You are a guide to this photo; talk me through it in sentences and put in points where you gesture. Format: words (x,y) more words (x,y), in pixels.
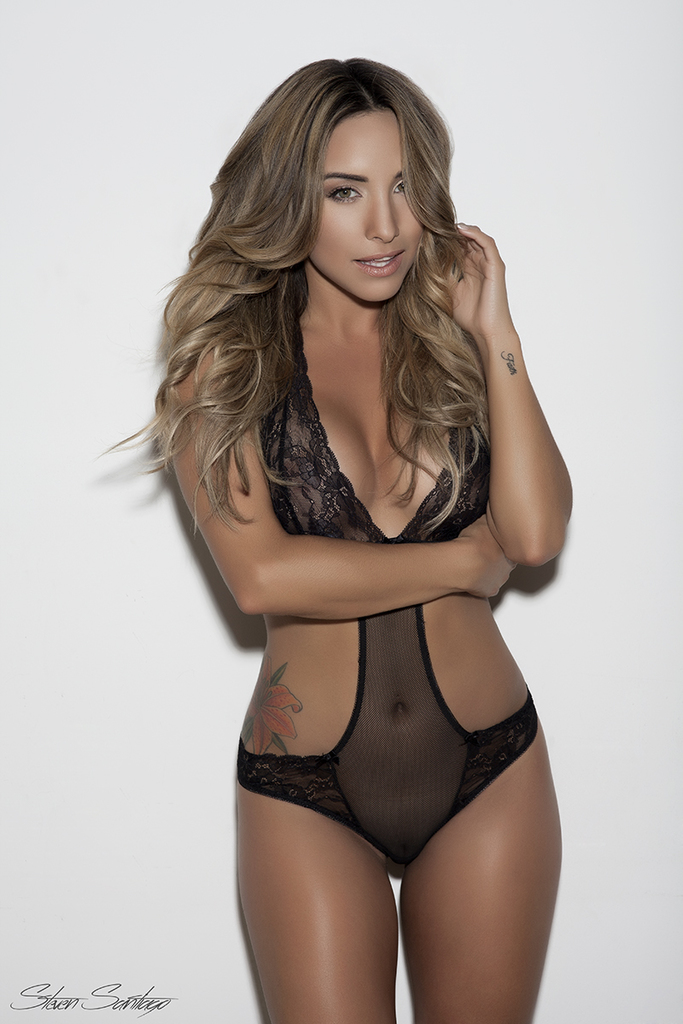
In this image I can see a woman (368,570) wearing black color is standing and I can see the white colored background (10,372).
